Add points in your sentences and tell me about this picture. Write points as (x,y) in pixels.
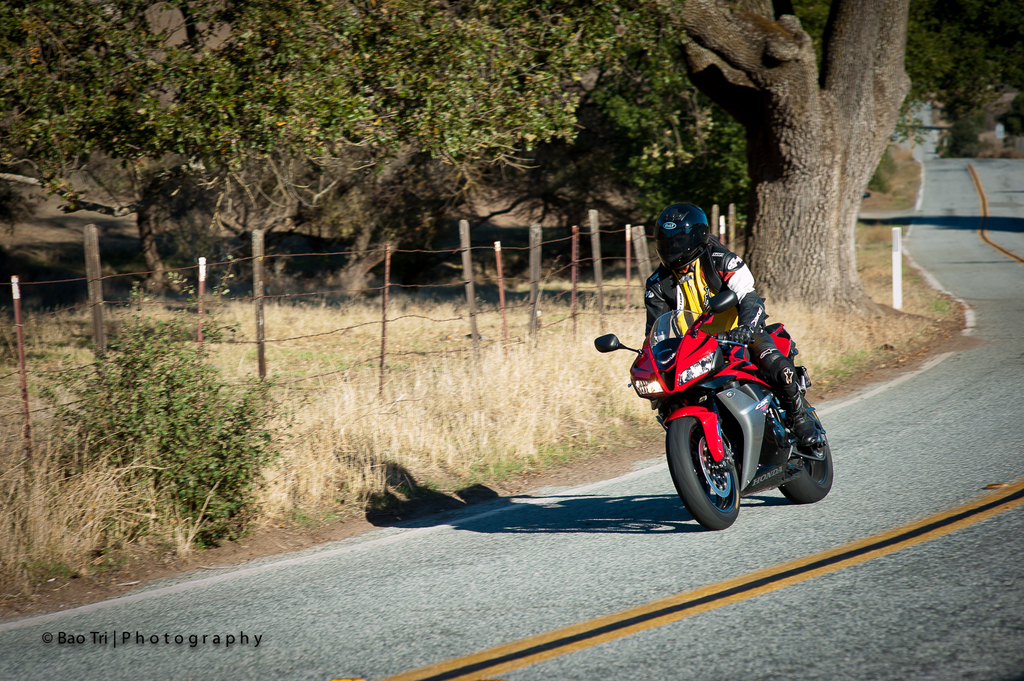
In this picture I can see a human (734,324) riding the motorcycle (706,377) and he is wearing a helmet (701,223) on his head (685,252) and I can see plants (180,388), trees (831,89) and grass (207,304) on the ground (881,340) and I can see fence (342,331) and text (63,637) at the bottom left corner of the picture (177,644).
